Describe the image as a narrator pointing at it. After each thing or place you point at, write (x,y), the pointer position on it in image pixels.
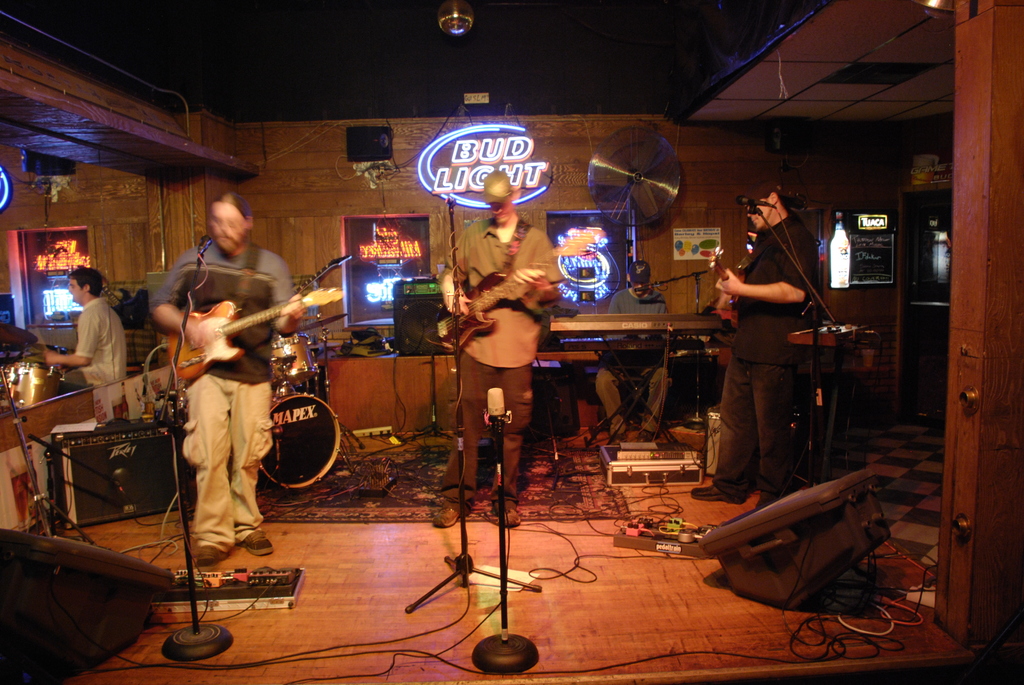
In this picture we can see five men (98,286) playing musical instruments (33,361) such as guitars (211,317), drums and a piano (656,335) on stage (603,506) and in front of them we can see mics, wires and in the background (338,277) we can see banners (695,234), wall (293,218), fan (621,188).
